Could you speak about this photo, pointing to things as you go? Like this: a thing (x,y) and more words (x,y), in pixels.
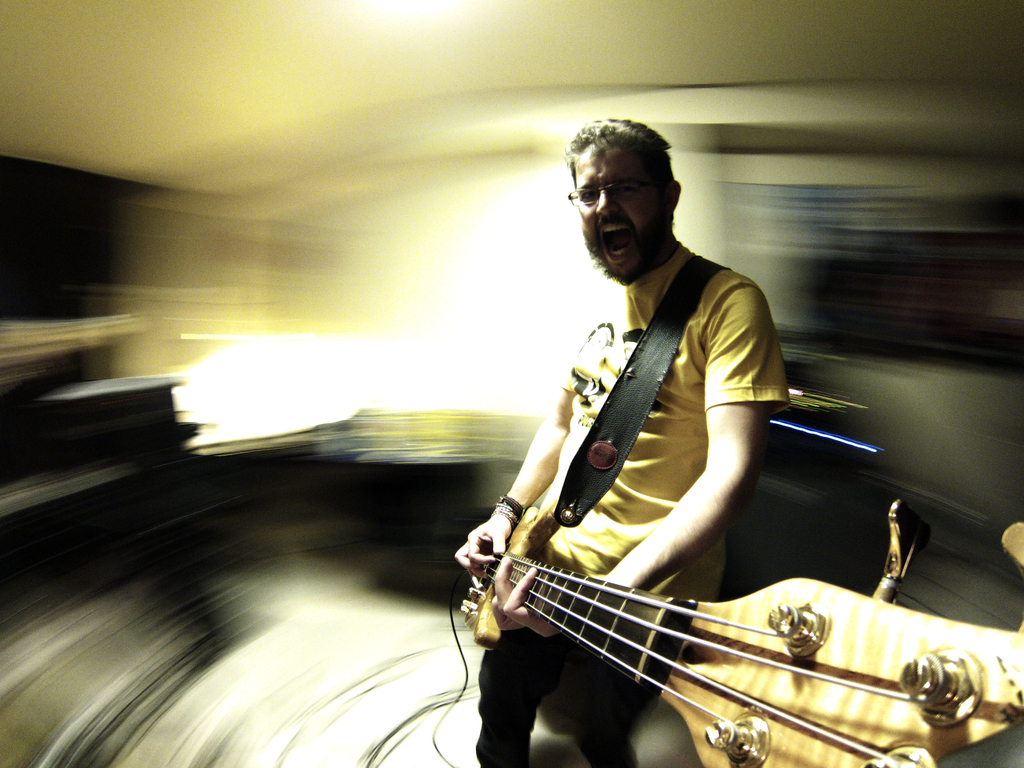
In this image I see a man (517,743) who is holding the guitar (742,707).
